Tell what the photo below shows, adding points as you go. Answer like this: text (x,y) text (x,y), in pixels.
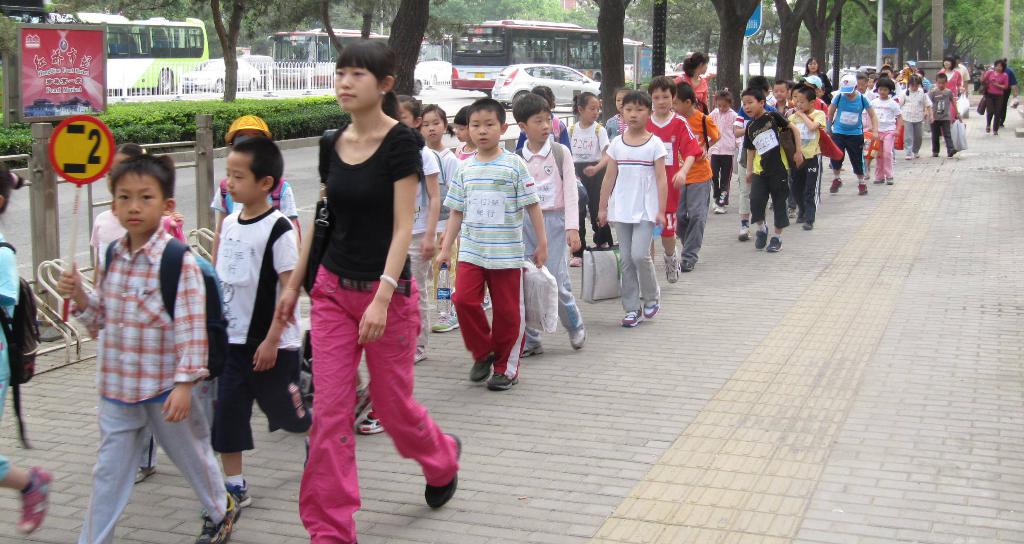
In this image there are some persons (752,165) are walking in middle of this image (647,182) and there is a white color car (545,85) at top of this image, and there is one bus (480,68) behind to this car (555,93). there is another bus (145,68) at top left corner of this image (118,48), and there is a car (205,63) at right side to this bus (160,52), there is one more bus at right side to this car (242,73) and there are some trees (806,19) in the background (728,46) as we can see at top of this image (898,26). There is a boy (169,353) at left side of this image (160,319) is wearing black color backpack (211,328) and there is one other person (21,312) at left side (22,317) is wearing black color backpack (17,341) and white color t shirt (13,278) and there are some poles (32,219) at left side of this image (45,198) and there is a sign board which is in red color. and there is one women (377,146) is walking at left side of this image (317,267) is wearing black color t shirt (341,246) and holding a handbag (322,240).
